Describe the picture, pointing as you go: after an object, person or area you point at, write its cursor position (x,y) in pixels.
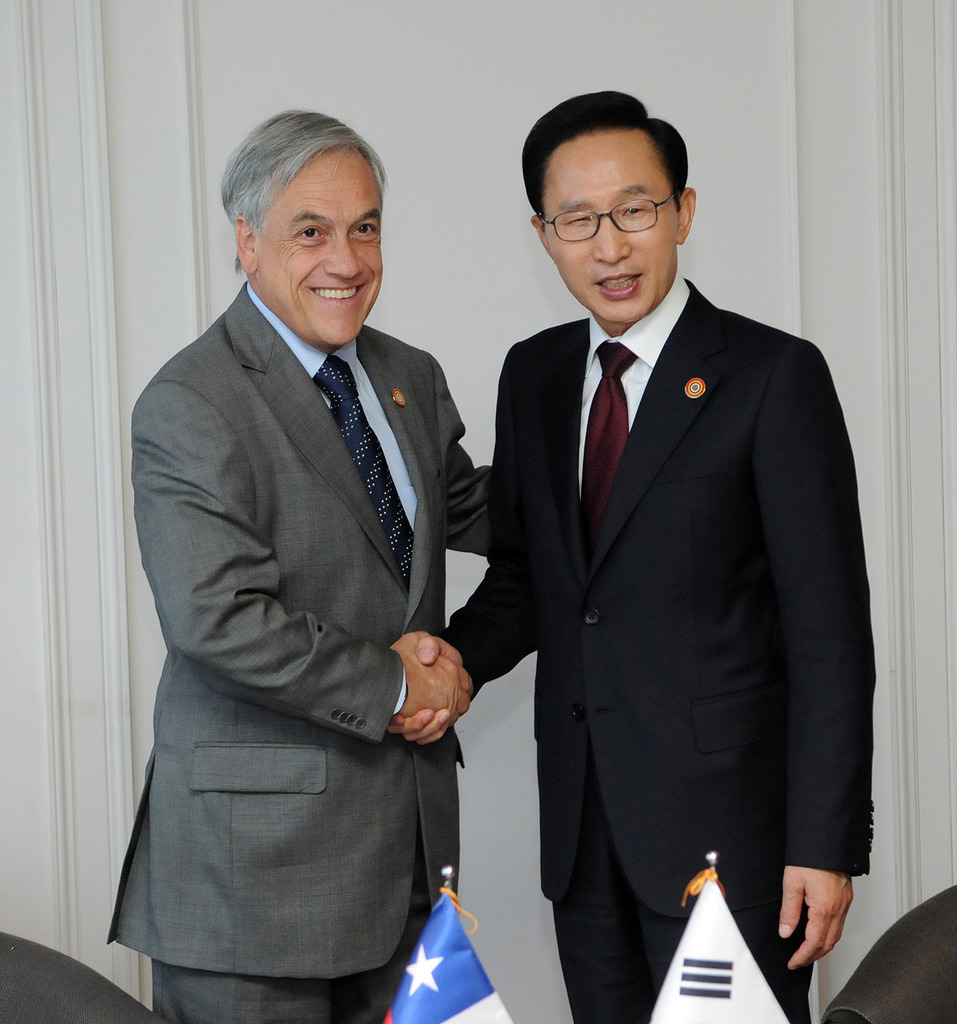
Here I can see two men (365,419) wearing suits (287,723), standing, shaking their hands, smiling and giving pose for picture. At the bottom (898,983), I can see two chairs (884,983) and two flags (475,985). In the background (316,94) there is a wall (149,71).
